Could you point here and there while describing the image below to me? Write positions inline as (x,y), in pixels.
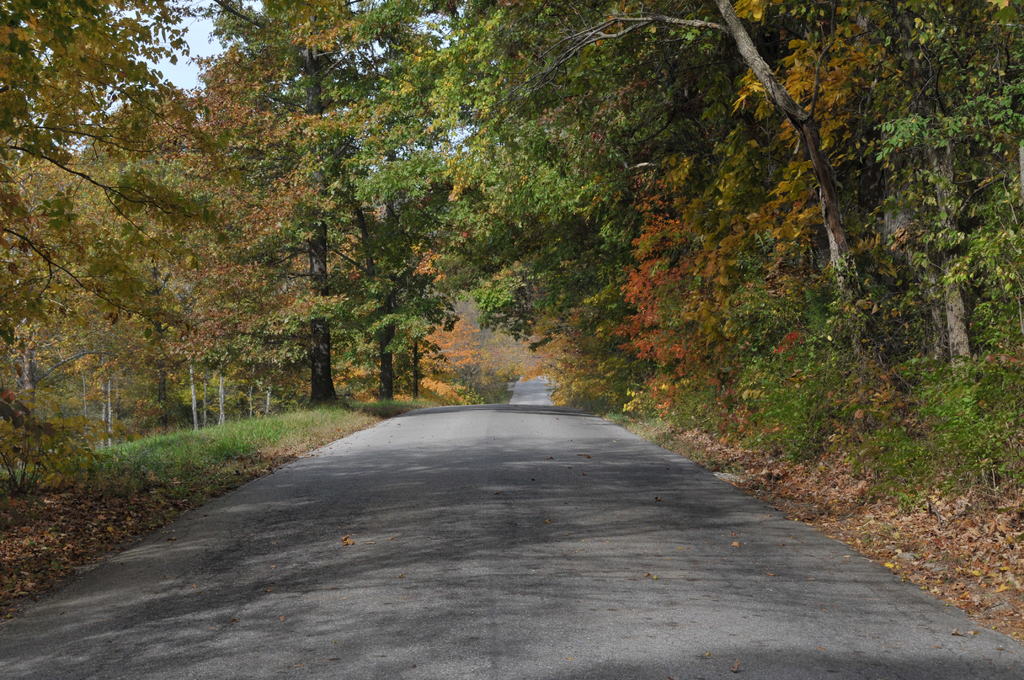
In this picture we can see a road (446,501) in the middle (425,435), on the right side (867,272) and left side (220,258) there are trees (801,216), plants (411,387) and leaves (160,251), we can see the sky (207,41) at the top of the picture (184,72).
